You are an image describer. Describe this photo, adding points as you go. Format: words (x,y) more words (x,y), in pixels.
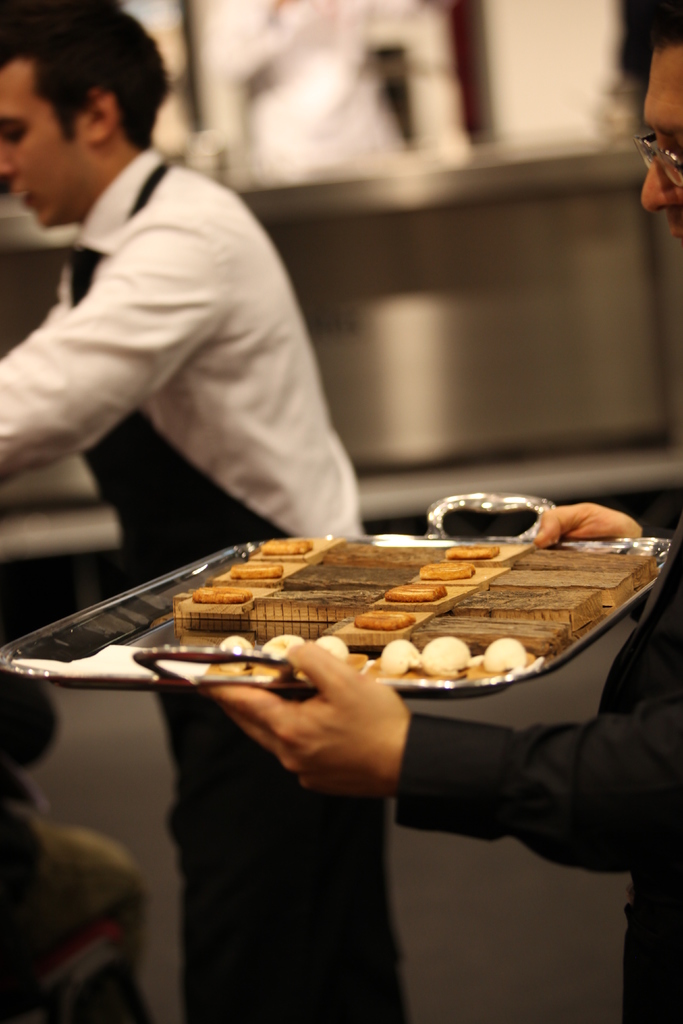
In this image on the right side (480,745) I can see a person (521,795) holding a tray (477,624), on which I can see cookies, on the left (159,169) I can see another person (177,291), background (565,332) is blurry.
